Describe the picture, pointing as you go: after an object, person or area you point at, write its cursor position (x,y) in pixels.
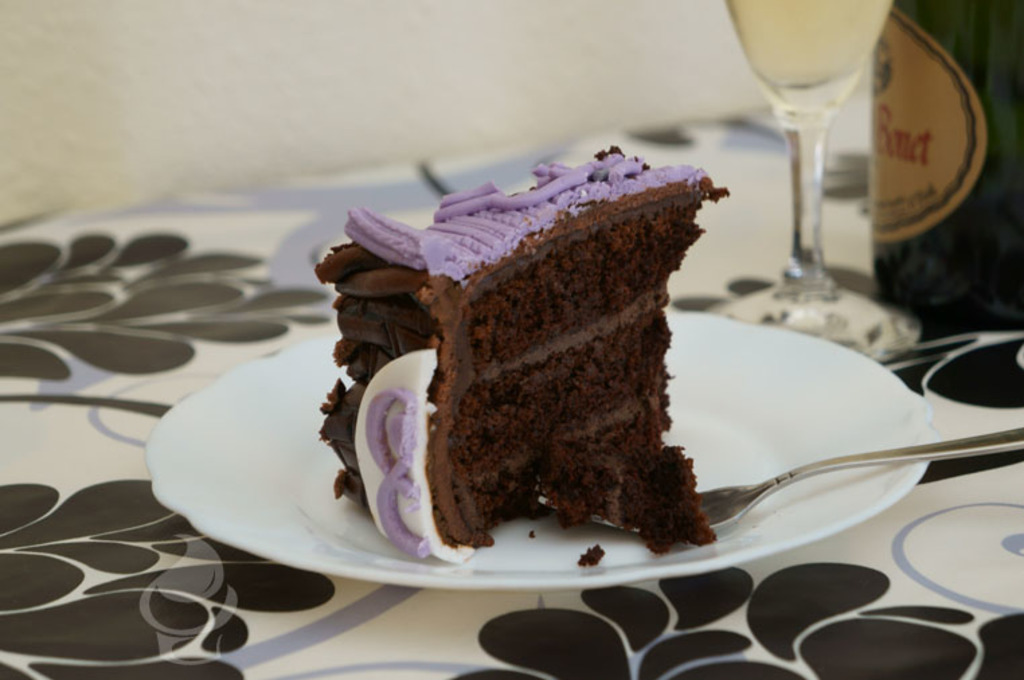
In this image there is a plate (223,532) on a surface (543,644). There is a piece of a cake (414,344) on the plate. Beside the cake (699,499) there is a fork (814,466) on the plate (815,480). To the right (977,244) there is a bottle (943,208) on the surface (944,352). There is a label (938,153) with text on the bottle (926,160). Beside the bottle (988,225) there is a glass (791,52). At the top (414,68) there is a wall (307,104).
